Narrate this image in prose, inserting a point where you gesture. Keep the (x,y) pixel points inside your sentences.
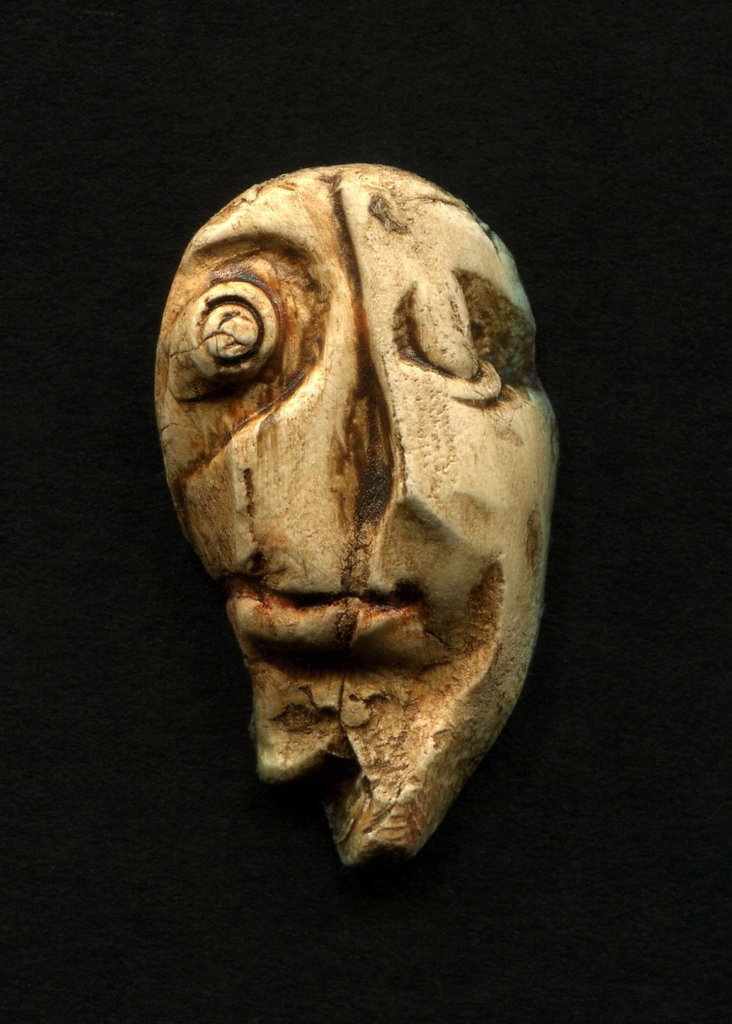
In this picture we can see a sculpture (391,460) and dark background (619,692).
